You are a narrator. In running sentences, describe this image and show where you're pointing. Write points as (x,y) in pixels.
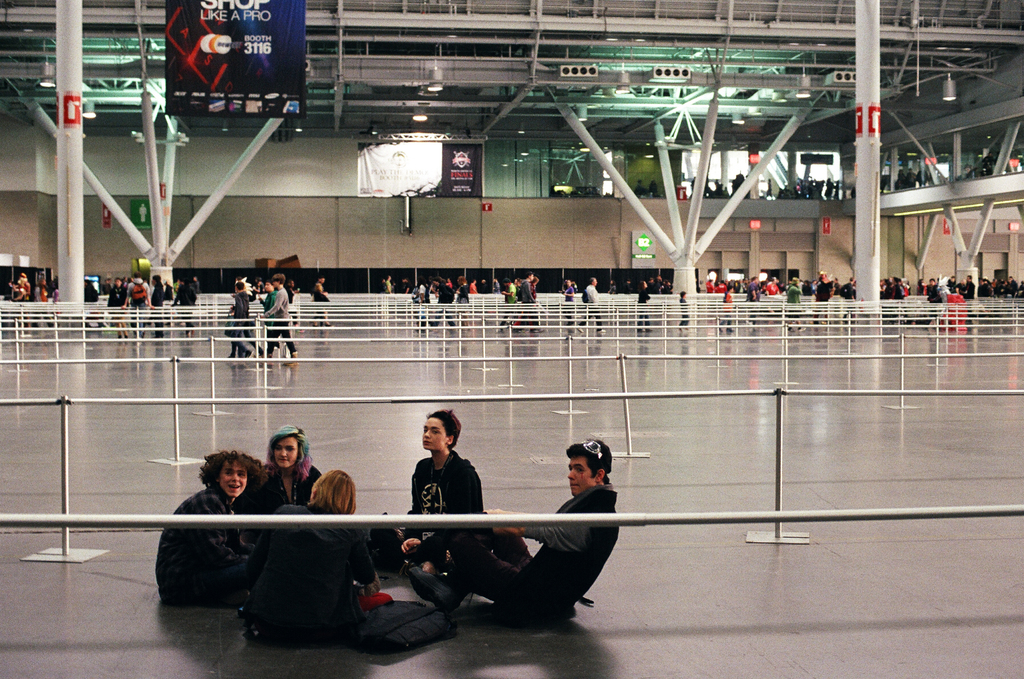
At the bottom of the image (594,529) we can see people (482,577) are sitting on the floor (764,623). In the background (684,292), we can see railings (589,327), people (537,288), pillars (693,224), banners (436,167) and wall (395,243). At the top of the image (527,64), we can see the roof (417,57).
